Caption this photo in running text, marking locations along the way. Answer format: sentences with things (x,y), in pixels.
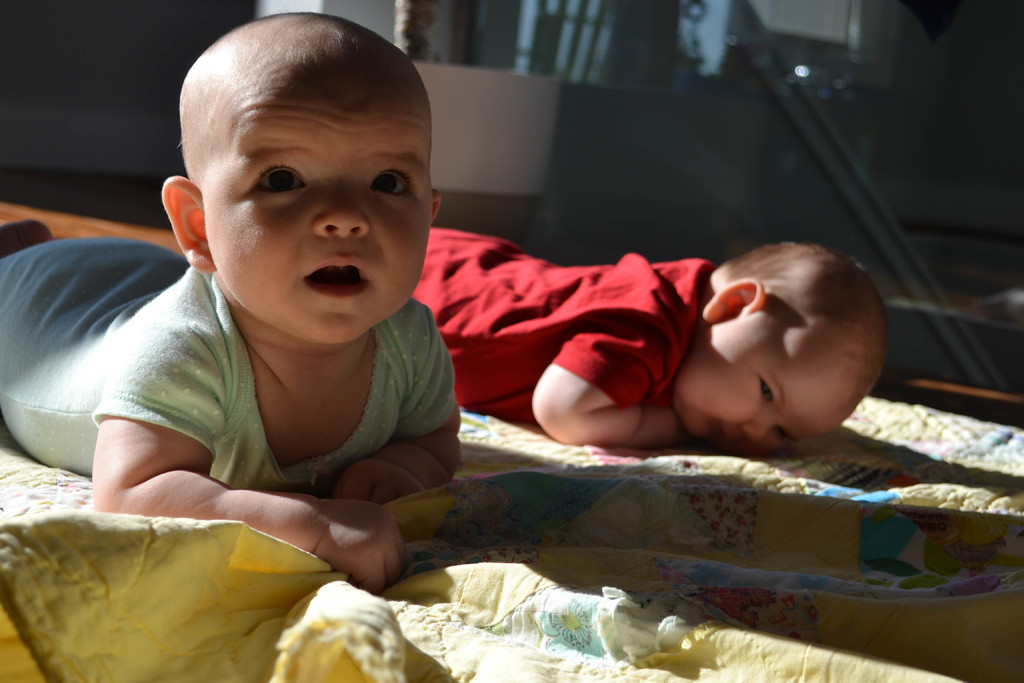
In this image we can see babies (524,410) lying on the quilt (805,486).
